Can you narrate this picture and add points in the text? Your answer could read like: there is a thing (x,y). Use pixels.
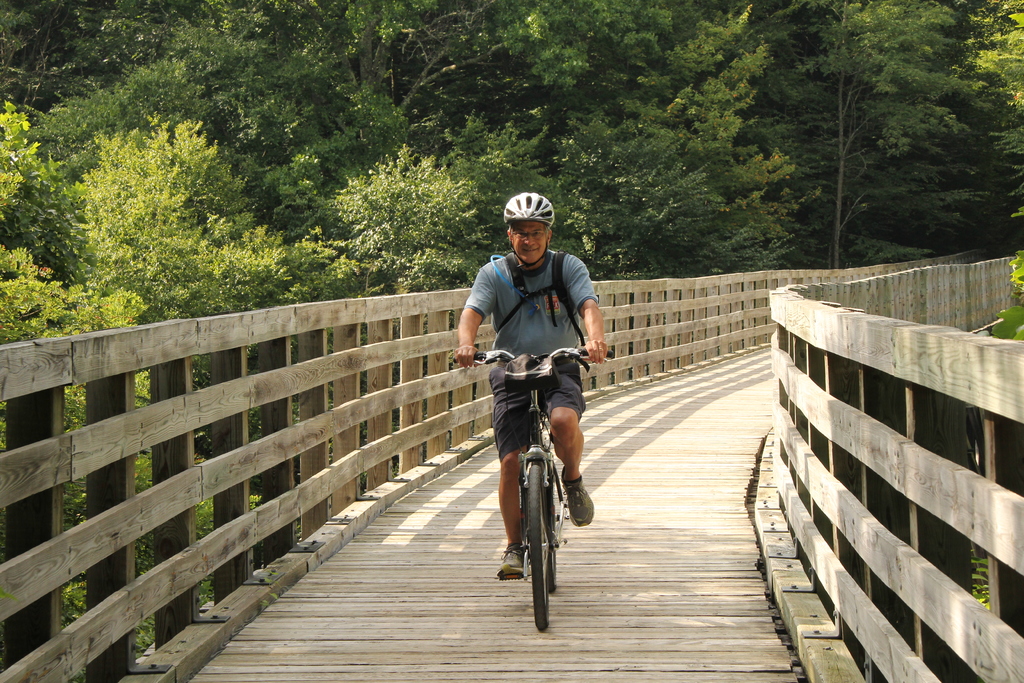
In this image there is a man (547,278) who is cycling on the wooden bridge (690,507). In the background (568,128) there are trees (658,67). The man (565,275) is wearing the bag (525,295) and a helmet (531,202).
